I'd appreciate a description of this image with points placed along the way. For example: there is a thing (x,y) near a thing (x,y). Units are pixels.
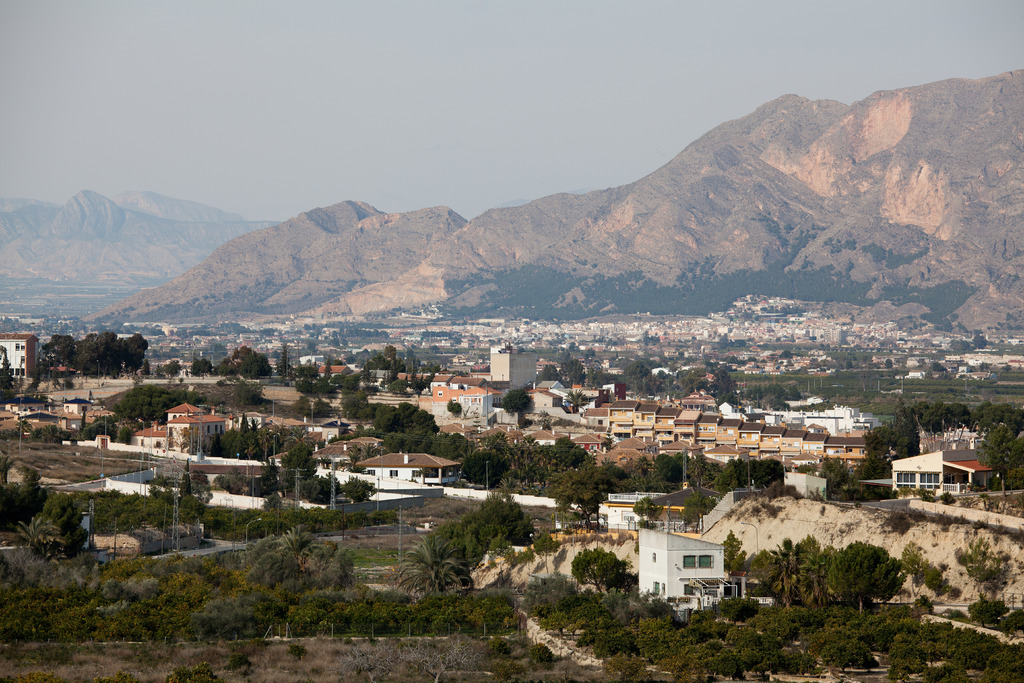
In this image I can see the ground (379,571), few trees (708,663) which are green and brown in color, few buildings (658,569) which are white, brown and orange in color and in the background (316,236) I can see few mountains (558,251) and the sky (498,134).
